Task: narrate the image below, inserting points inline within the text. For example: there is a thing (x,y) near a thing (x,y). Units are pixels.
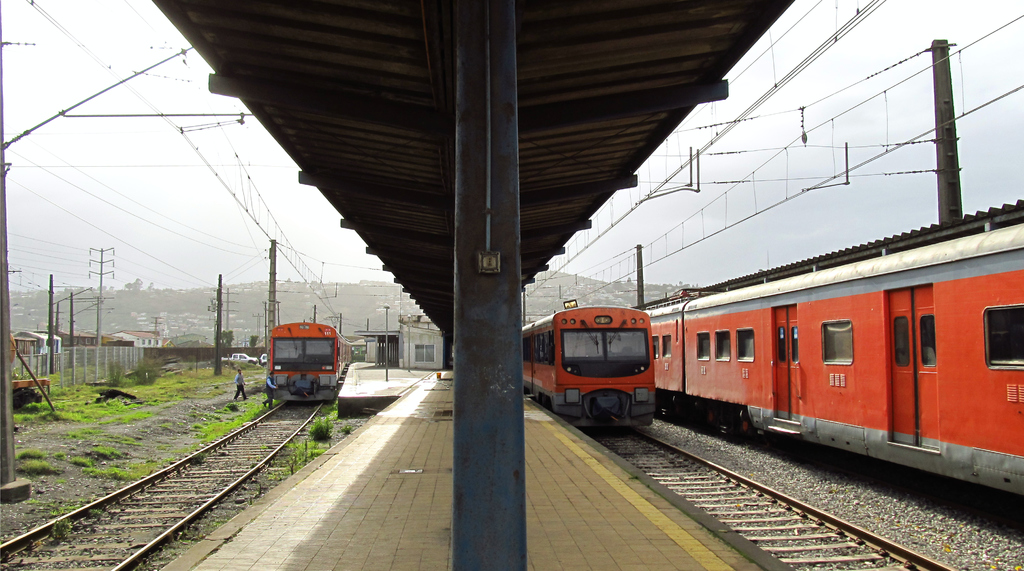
In this image I can see few trains (644,328) on the railway tracks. I can see few current poles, wires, trees (155,369), fencing (114,356), grass (148,384), houses (76,333), platform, vehicles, sky (165,282) and two people (243,380).
